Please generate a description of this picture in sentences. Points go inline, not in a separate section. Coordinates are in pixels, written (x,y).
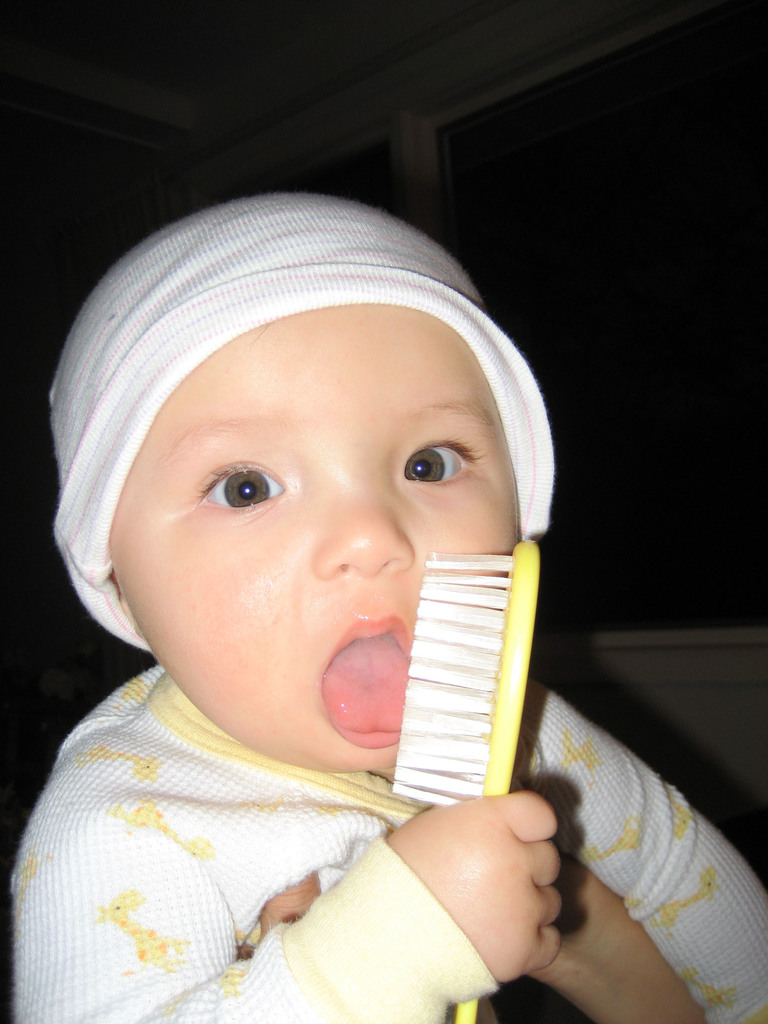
In this image I can see a baby (281,604) wearing white, cream and yellow colored dress (194,788) is holding a brush (484,764) which is white and yellow in color in his hands (484,819). I can see the wall (621,704), the ceiling (234,52) and few other objects (515,223) in the background (583,295).
